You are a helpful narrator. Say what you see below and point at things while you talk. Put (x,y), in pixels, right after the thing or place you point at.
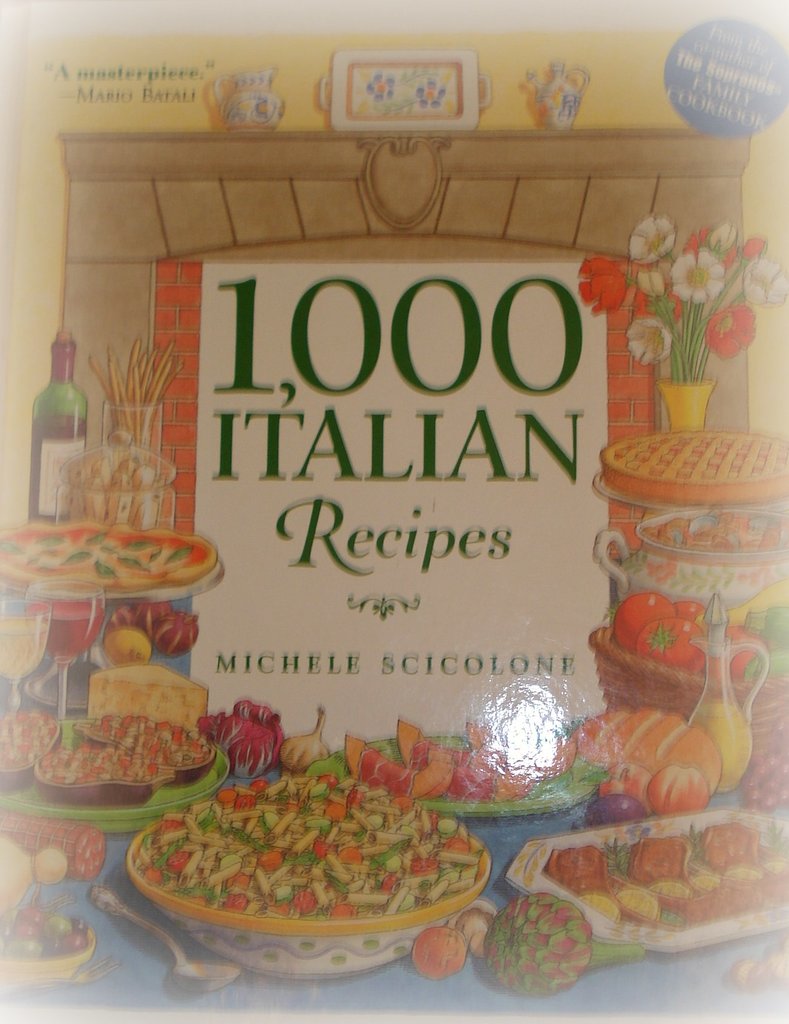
This is a poster (216,655). In this image we can see food items (178,676) on the plates (292,938) on the platforms (132,895), wine bottles (77,419), jug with liquid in it and there are texts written on a board (324,376) and we can see jugs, tray (372,55) on a platform (653,167) at the wall (317,114) and at the top (95,88) we can see texts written on the image.
